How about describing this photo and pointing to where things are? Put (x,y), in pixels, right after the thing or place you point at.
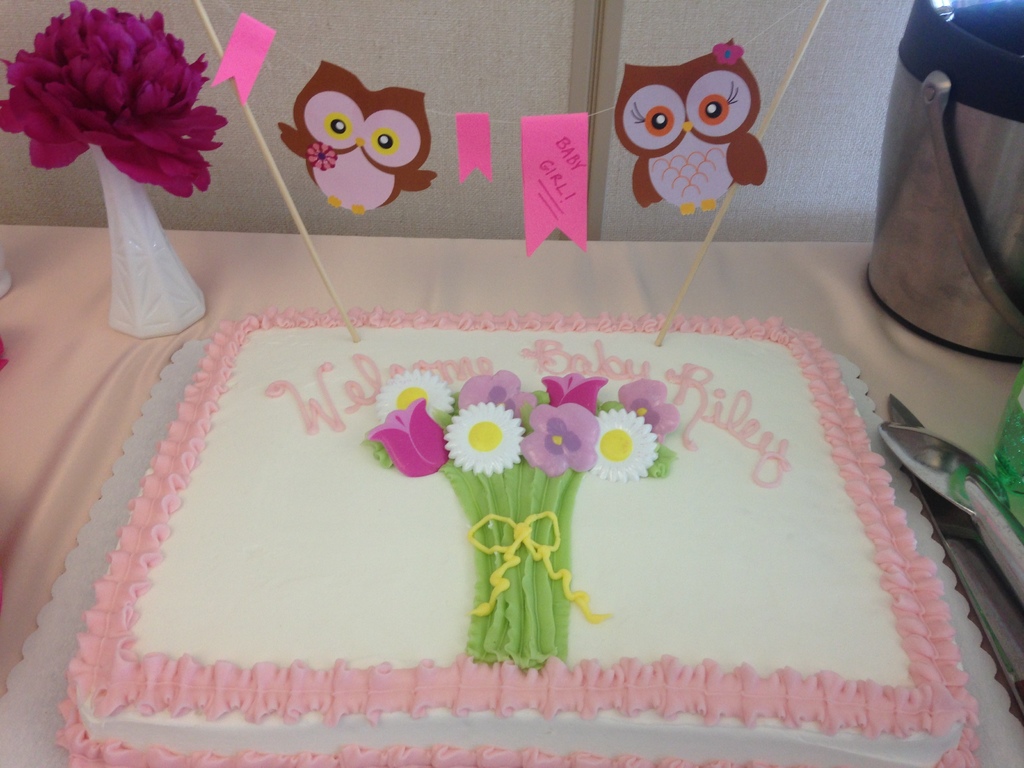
In this picture there is white color cake (239,577) placed on the table (255,252). Behind there is a purple color flower pot (181,134) and decorative hanging bird (640,182). In the background (561,42) there is a white color wall (810,133).
